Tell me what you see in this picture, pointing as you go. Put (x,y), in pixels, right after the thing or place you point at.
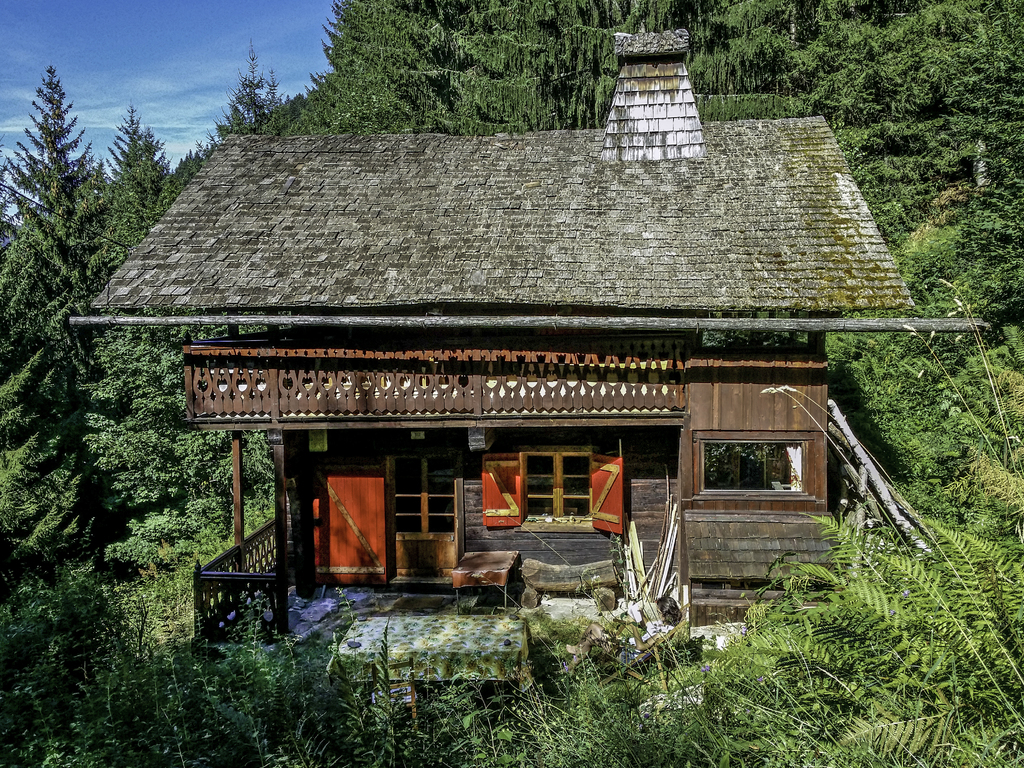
In this picture we can see a small wooden roof house (468,337) in the forest (185,732). In front (419,380) we can see red color door (348,571) and Window (533,488) and above wooden grill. In the background (971,106) we can see some trees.
